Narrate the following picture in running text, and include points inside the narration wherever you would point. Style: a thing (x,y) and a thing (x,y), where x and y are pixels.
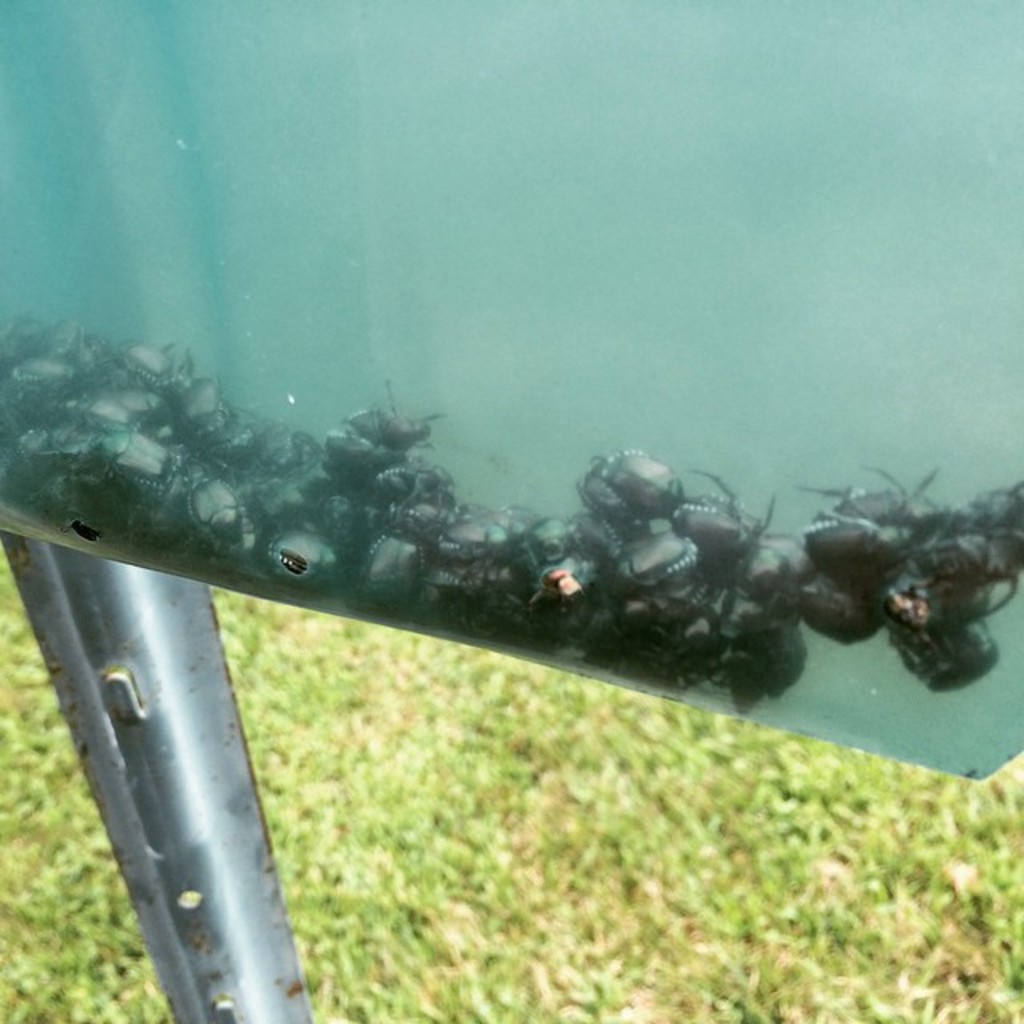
It seems to be a glass box (916,689). Inside this there are many insects (216,514). Under this box (205,582) there is a metal stand (155,786). At the bottom (602,880), I can see the grass (700,831) on the ground (689,811).
